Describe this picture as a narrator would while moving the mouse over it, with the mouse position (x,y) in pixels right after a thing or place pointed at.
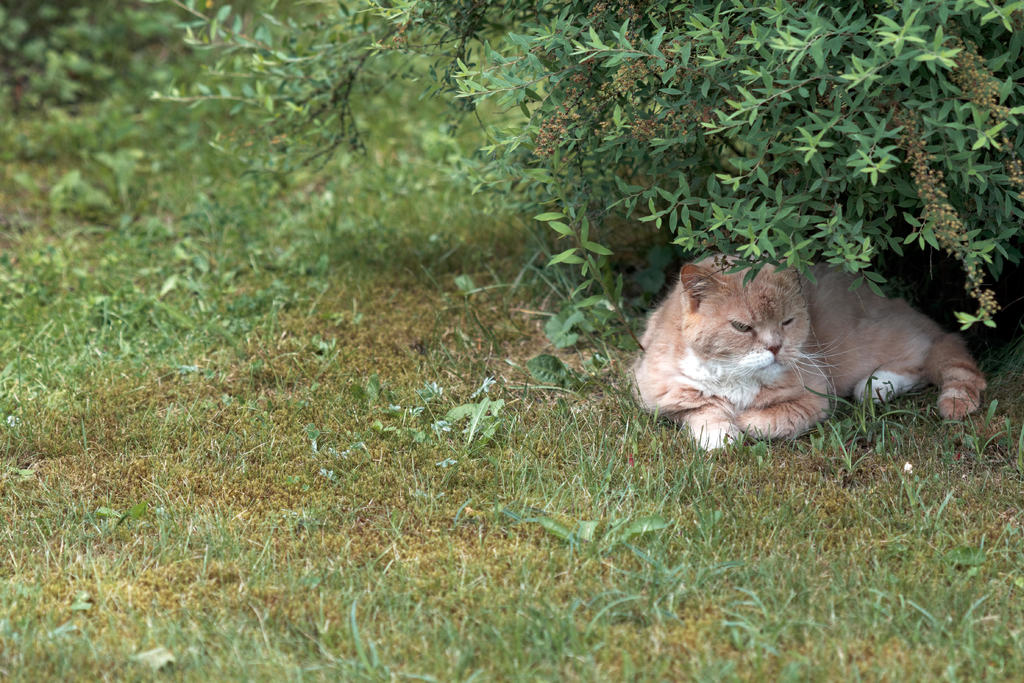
In this image we can see a cat (837,387). In the background of the image (547,294) there are plants (614,116) and grass (472,241). At the bottom of the image (440,501) there is the grass (450,506).
